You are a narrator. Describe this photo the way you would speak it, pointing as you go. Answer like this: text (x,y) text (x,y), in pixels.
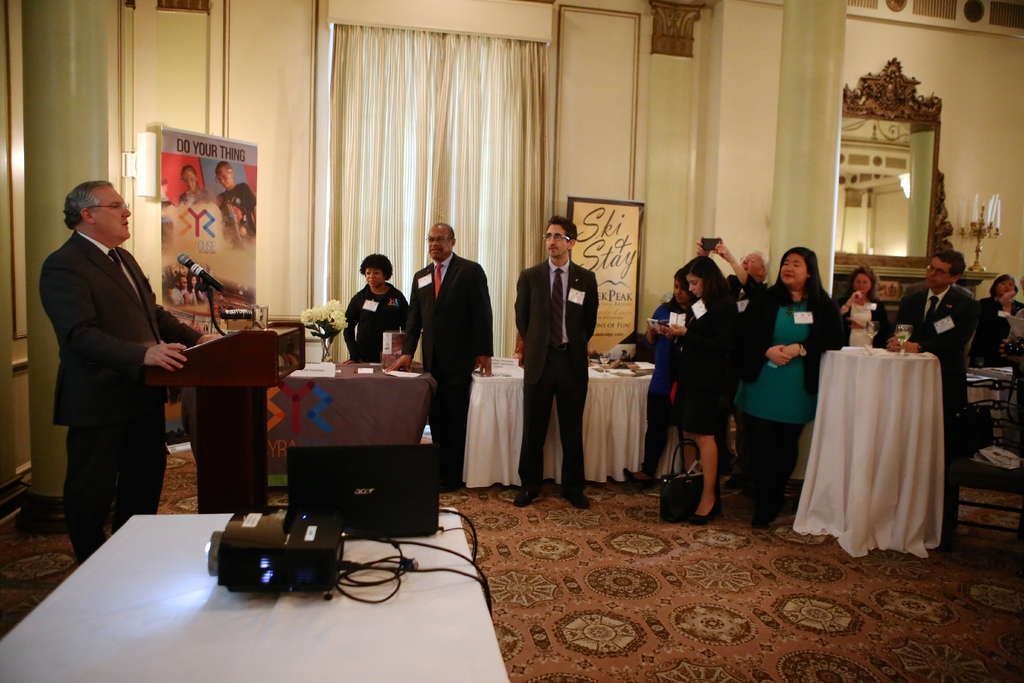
In the picture, it looks like a conference room (492,570), there are many people (708,301) standing in front of that there is a table (213,357) and in front of the table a person (107,297) is standing and talking, to his right side there is a projector machine (263,530) and a laptop (367,524) on the table (307,622), to his left side there are few other tables (315,391), in the background (721,226) there is a wall (674,130) and to the wall (568,171) there are some posters (621,299) attached, to the right side of the wall (654,118) there is a pillar (821,213) and beside the pillar (824,199) there is a mirror (853,196).
